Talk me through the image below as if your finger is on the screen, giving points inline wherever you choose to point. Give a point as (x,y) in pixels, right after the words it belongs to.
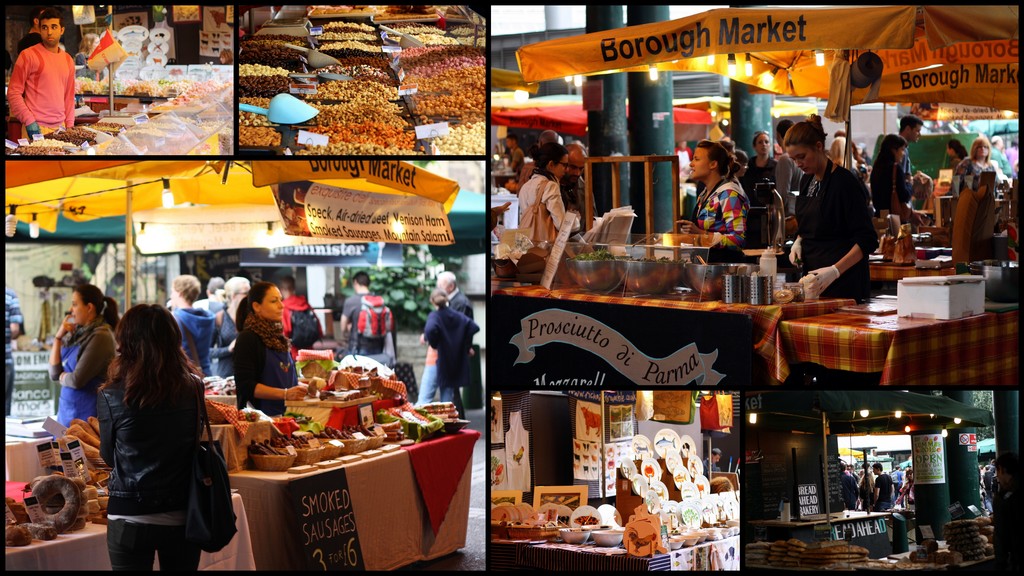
As we can see the image is the collage of six pictures and there is the image of a market (471,311) where people (262,342) are looking at the food items (437,410) which are kept on the table (298,400) and there is a cloth banner (675,53) on which it's written "Borough Market" and there are people (200,337), they are walking and looking at the food items (343,397).
